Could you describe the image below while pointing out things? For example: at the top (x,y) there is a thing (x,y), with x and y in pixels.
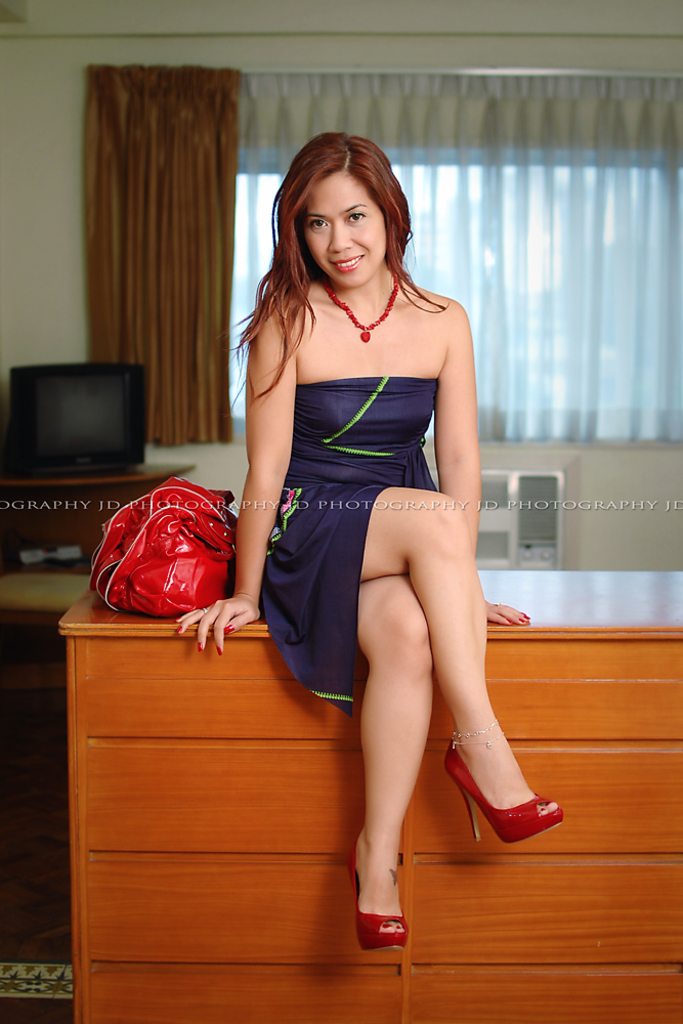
This woman (452,358) is sitting on this table (309,707). Beside this woman (330,618) there is a bag (201,526). On that table (88,483) there is a television (74,431). Window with curtains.
